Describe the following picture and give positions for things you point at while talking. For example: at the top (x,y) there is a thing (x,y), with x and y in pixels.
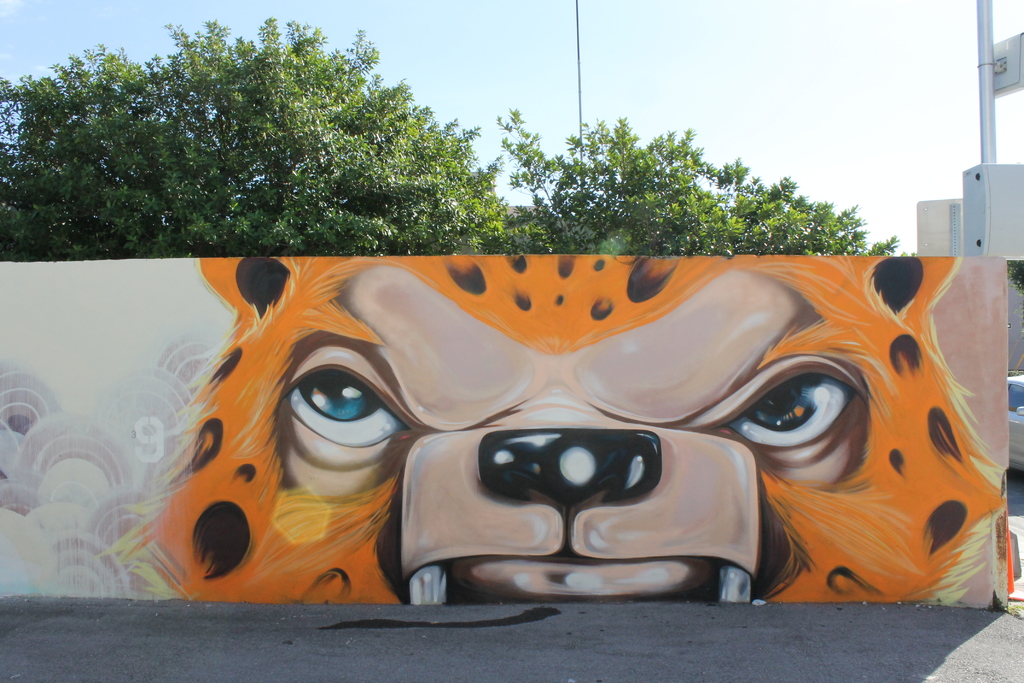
Here we can see painting (860,499) on the wall (769,463). There are trees (594,187), poles (994,52), and a board (981,238). In the background (801,122) there is sky (731,116).
